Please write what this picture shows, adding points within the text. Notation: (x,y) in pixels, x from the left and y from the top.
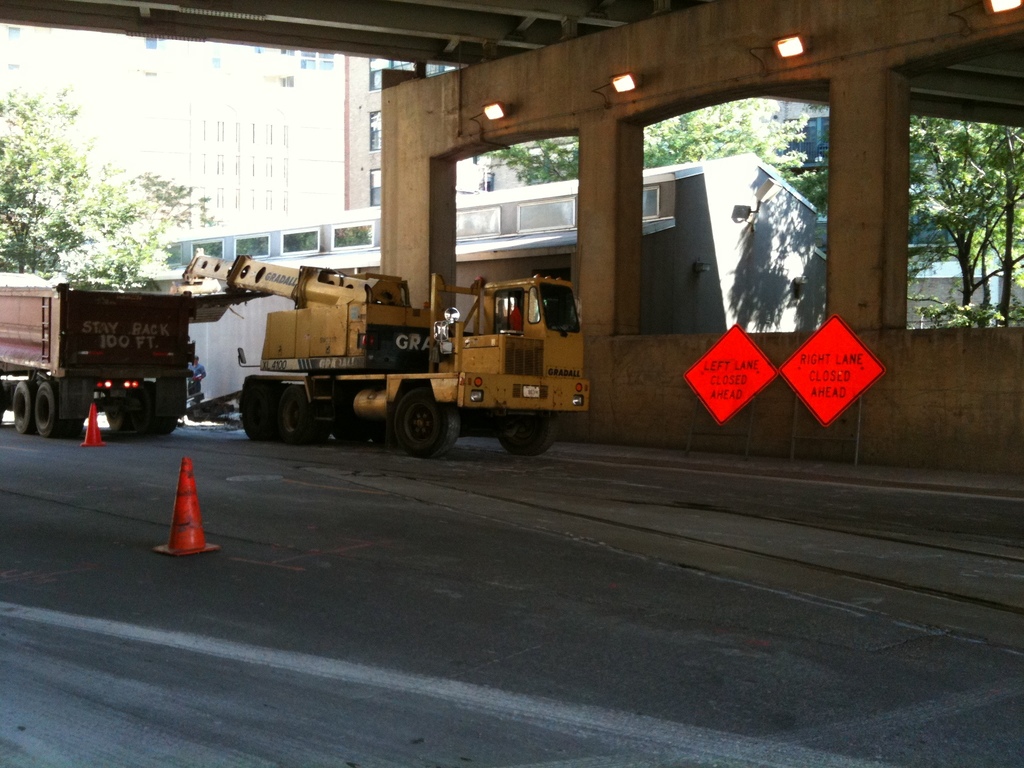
In this image we can see a person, there are two vehicles (306,385), there are two traffic cones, buildings (711,282), lights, also we can see trees (555,148).
